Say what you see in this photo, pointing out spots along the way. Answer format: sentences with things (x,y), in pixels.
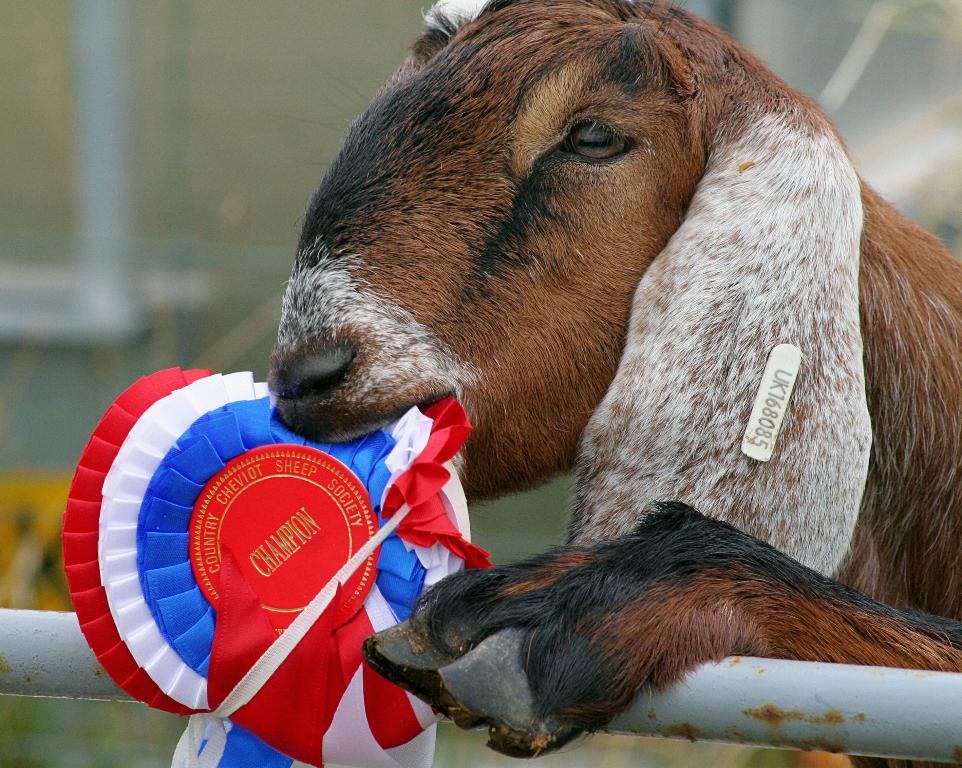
In this image I can see an animal (584,327) which is in white, brown and black color. In-front of an animal (434,375) I can see the rod (726,722) and the badge (252,582) which is in white, blue and red color. I can see there is a blurred background (31,225).
